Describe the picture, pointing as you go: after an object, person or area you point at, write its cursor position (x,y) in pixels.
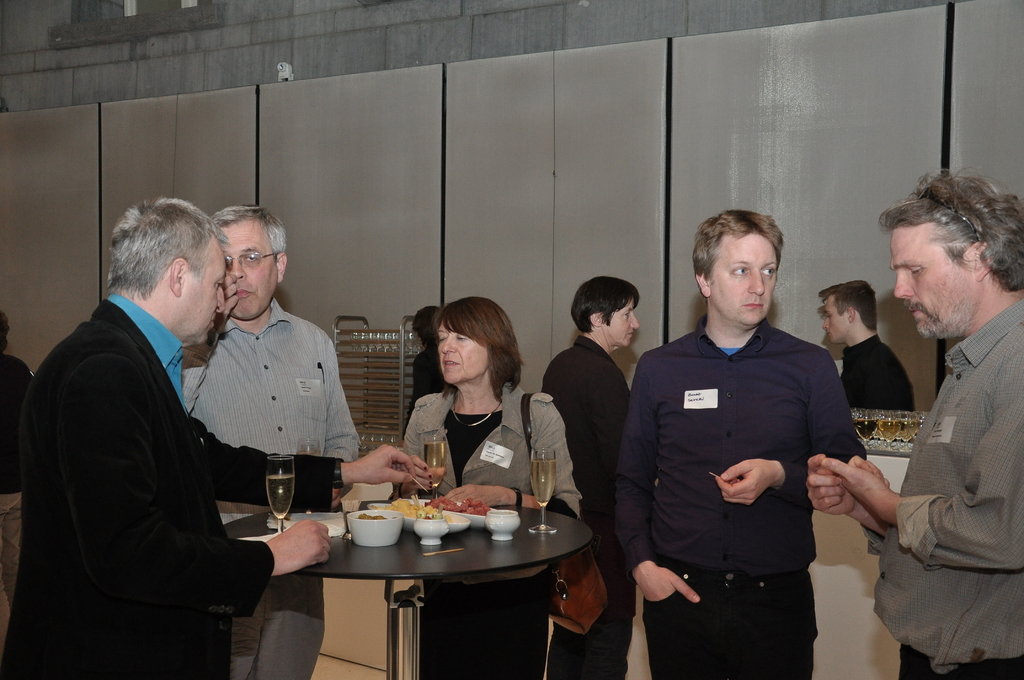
In this image, group of people (683,548) are standing, few are holding a wine glasses (434,463). At the center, there is a table (369,561), few items (371,537) are placed on it. Woman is wearing a bag (566,582). And back side, we can see wall (400,121).
